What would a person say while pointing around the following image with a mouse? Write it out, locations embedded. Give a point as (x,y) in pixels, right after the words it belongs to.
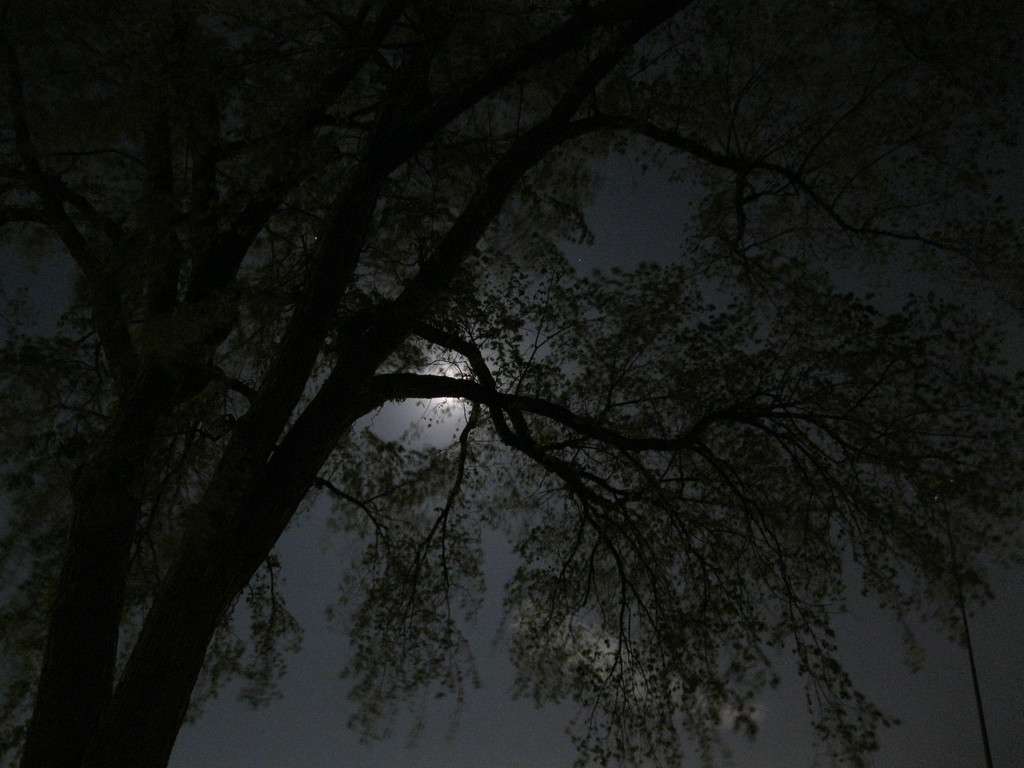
In this image I can see a tree (269,396) which is black and green in color and in the background (645,227) I can see the dark sky (634,236) and the moon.
